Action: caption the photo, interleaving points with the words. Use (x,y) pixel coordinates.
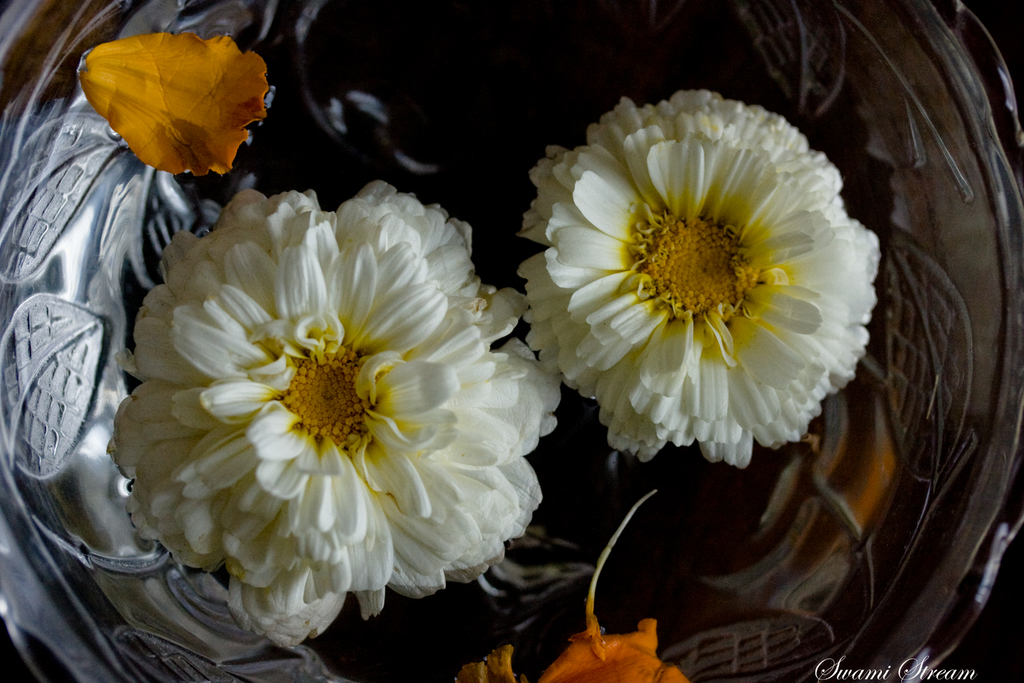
In this image, we can see a bowl (828,533) contains flowers (532,373).
